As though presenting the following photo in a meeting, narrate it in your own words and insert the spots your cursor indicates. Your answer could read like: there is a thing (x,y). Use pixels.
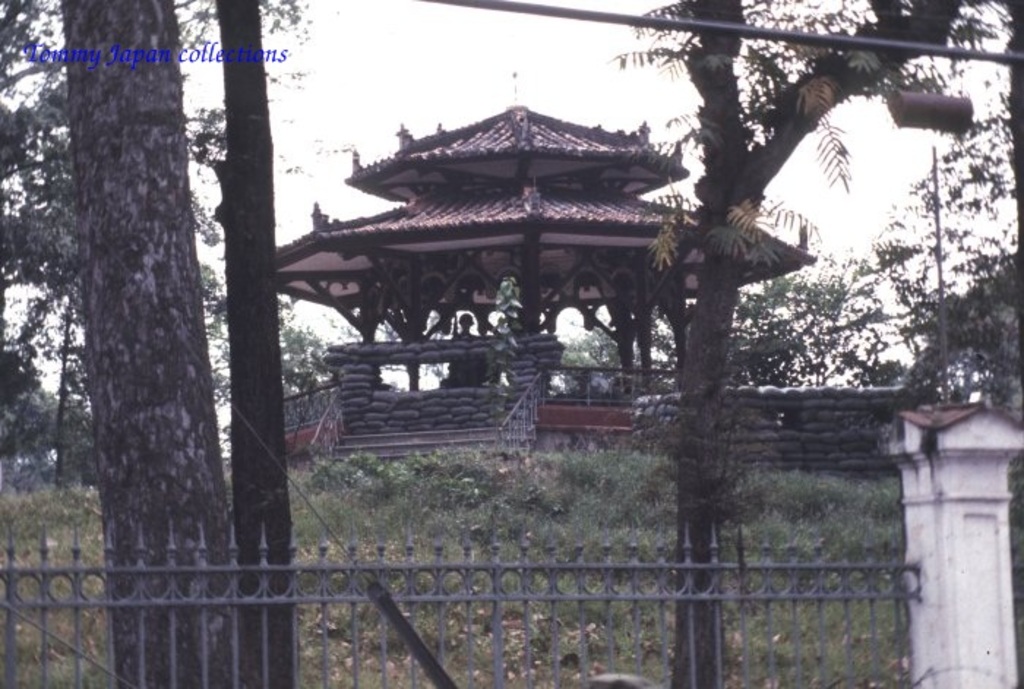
In this image, we can see a shed (397,180). We can also see some stairs (436,440) and the railing (557,399). We can see some plants (325,493), trees (711,514), poles (374,592) and the fence (265,545). We can see a pillar (1005,648) and the sky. We can see the ground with some grass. We can also see some text (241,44) on the top left (26,59).
